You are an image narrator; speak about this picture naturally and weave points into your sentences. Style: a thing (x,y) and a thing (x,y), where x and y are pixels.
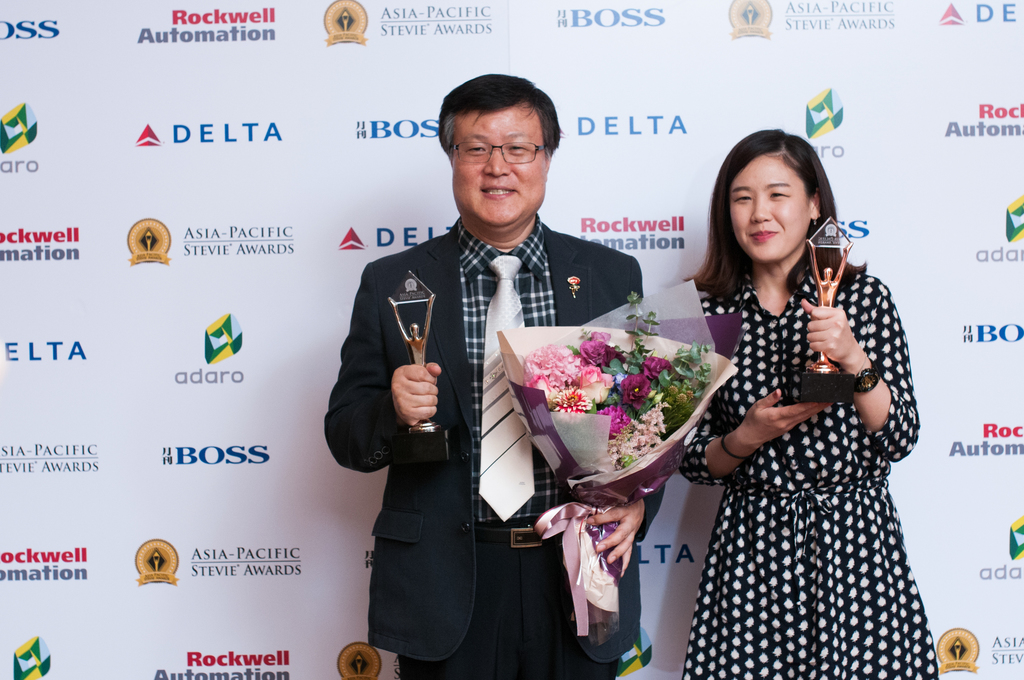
In this image there is a man (492,503) and a woman (842,491) standing. They are holding trophies (419,341) in their hands (831,329). The man (566,322) is also holding a bouquet (579,479). Behind them there is a banner (530,65). There are logos (130,238) and text (203,38) on the banner (219,576).
